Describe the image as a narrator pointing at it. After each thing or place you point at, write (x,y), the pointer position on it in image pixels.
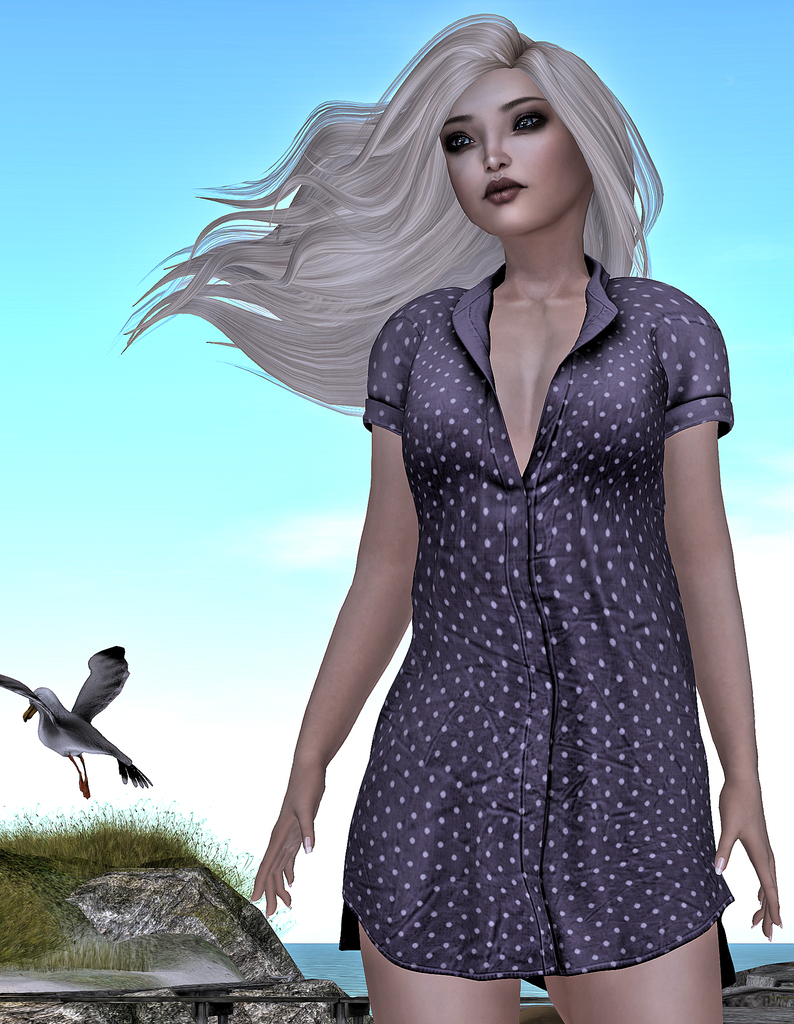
It is a graphical image, in the image we can see a woman (535,454), grass (10,875), bird (101,735), water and clouds (179,709) and sky (115,711).
